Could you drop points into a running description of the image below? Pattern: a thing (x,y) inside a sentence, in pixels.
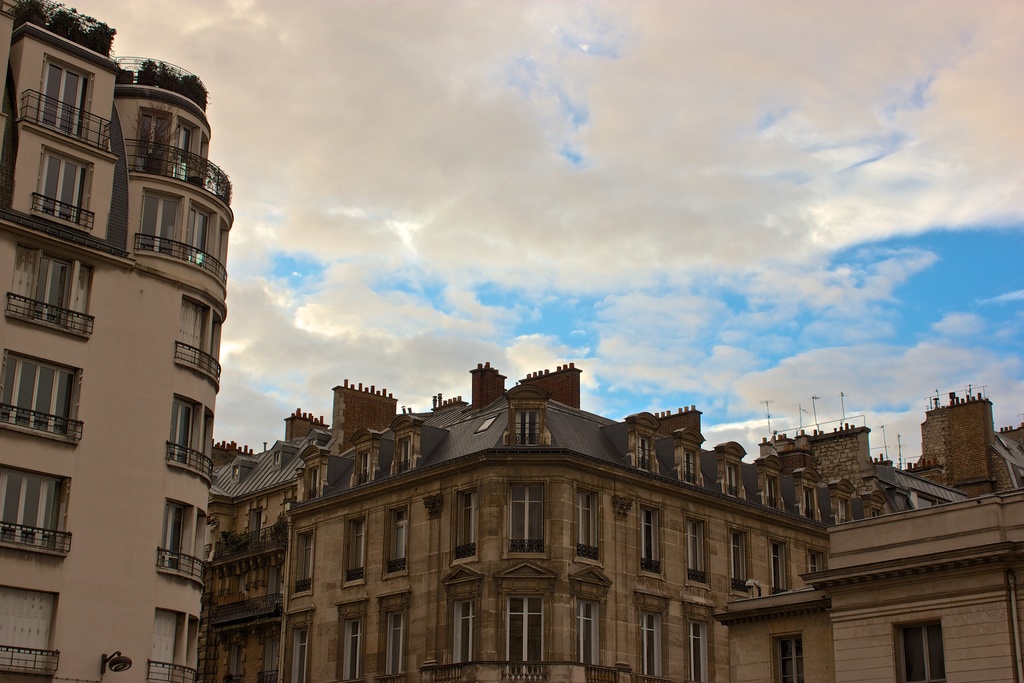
In this image I can see many buildings (363,519) which are in brown color. And there are windows (303,538) and railing (185,555) to it. In the back (568,268) I can see the clouds (415,220) and the blue sky (839,323).
